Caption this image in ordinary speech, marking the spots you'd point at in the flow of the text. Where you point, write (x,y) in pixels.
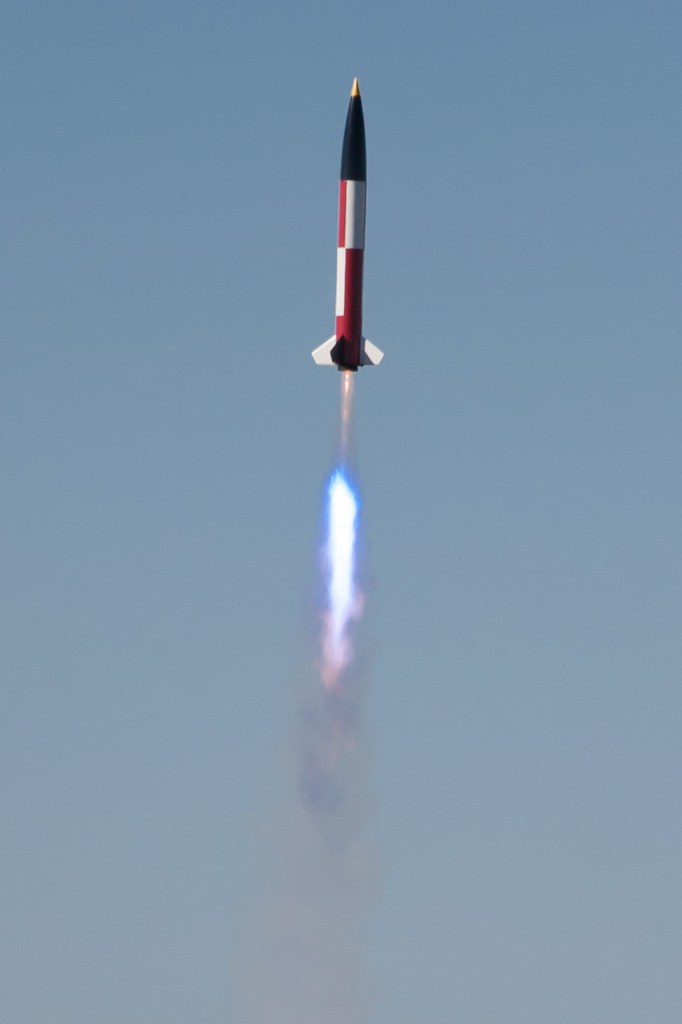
There is a rocket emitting fire (349,634) and smoke (317,728). And it is flying in the air (354,36). In the background (399,93), there is blue sky (589,367).
